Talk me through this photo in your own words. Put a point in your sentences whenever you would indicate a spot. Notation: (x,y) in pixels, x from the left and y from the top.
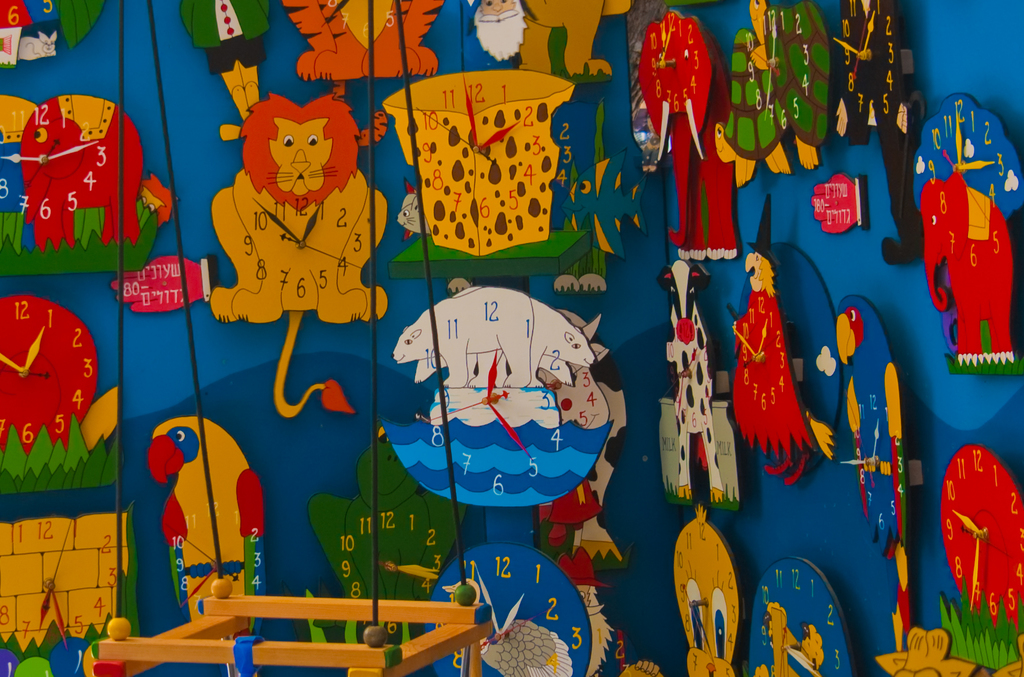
In the picture we can see the wall (872,639) with full of clocks (902,662) in the shape of cartoon animals shape and in front of it we can see a hanging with some wires (377,545).
